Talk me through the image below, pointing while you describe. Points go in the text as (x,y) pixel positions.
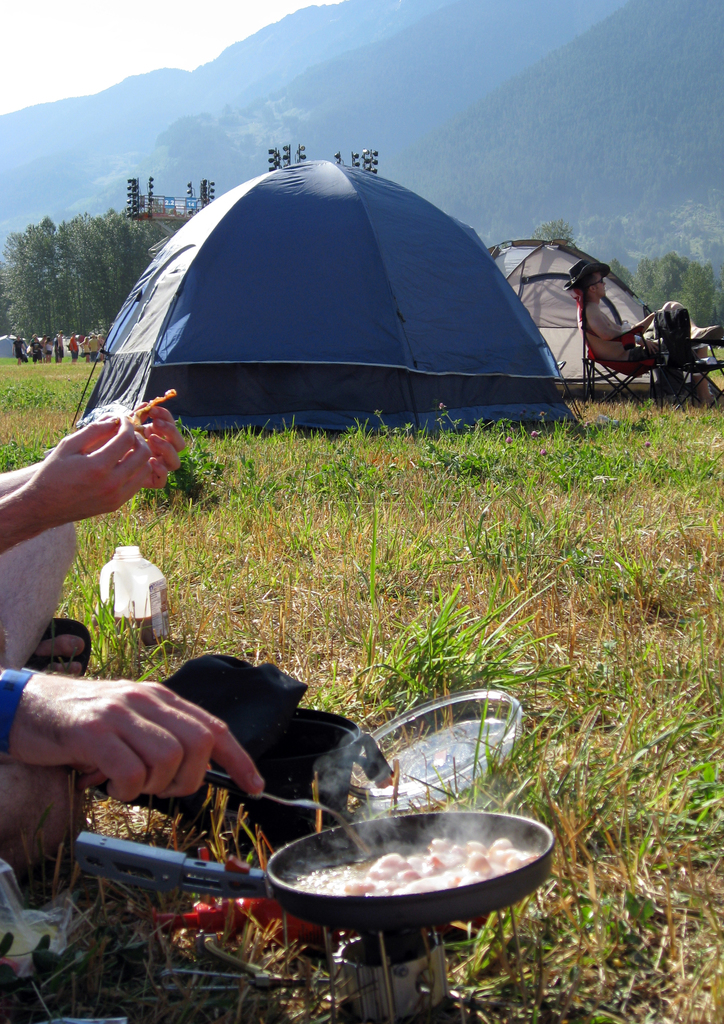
In front of the image there is a person's hand (159,751) holding a fork (283,799) is cooking some food item (411,884) in a pan (311,895) on a stove (363,933), beside the person (69,676) there is another person's hand (69,505), beside them there is a milk can (126,576), in the background of the image (262,339) there are tents (490,287), a few people (19,354) standing and a person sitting in a chair (586,341), behind them there are trees (62,279), some objects (159,222) and mountains (199,185).
